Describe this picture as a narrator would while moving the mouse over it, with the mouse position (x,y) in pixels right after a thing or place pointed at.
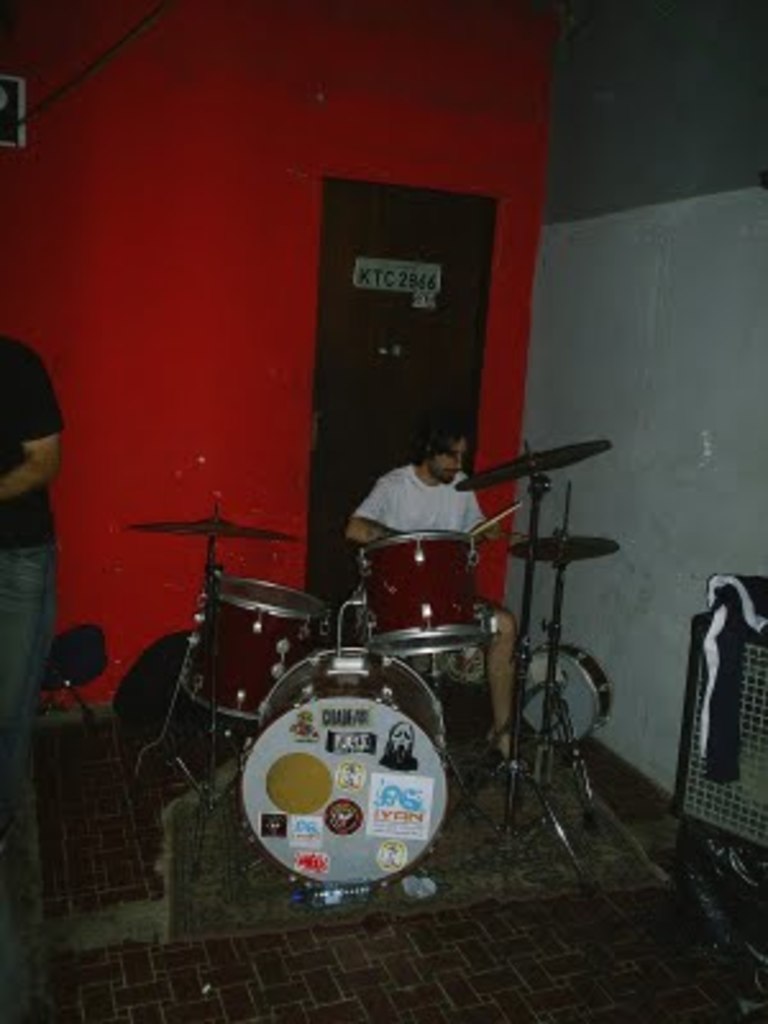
In this image I can see a person (417,489) sitting in the center of the image (451,535) a drum kit (252,604) in front of him. I can see a door (398,239) behind him with a label (367,279), another person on the left hand side (88,656) with a chair (94,641). On the right hand side (751,625) I can see a basket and some clothes (740,682).
